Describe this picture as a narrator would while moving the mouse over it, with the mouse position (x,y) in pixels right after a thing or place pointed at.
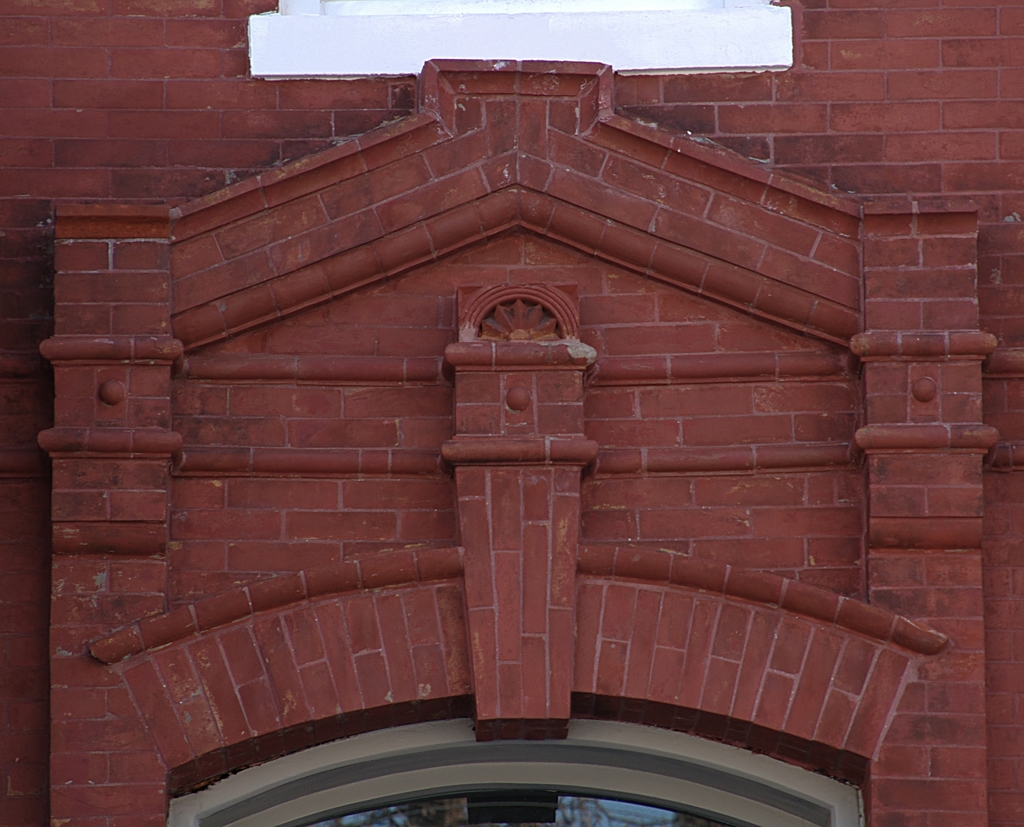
This image is taken outdoors. In this image there is a building (383,339) with a wall (675,420), a door (576,795) and carvings (922,417).
